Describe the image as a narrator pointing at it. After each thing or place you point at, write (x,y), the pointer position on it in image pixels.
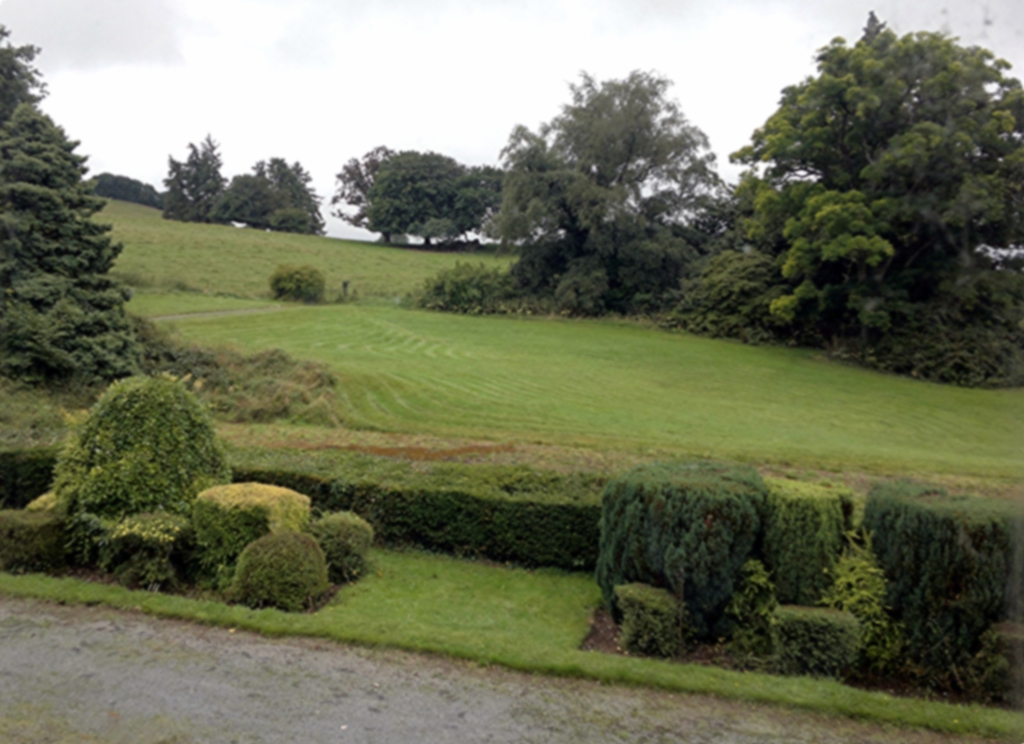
In this image we can see road (413,724), few plants (172,444), grass (319,312), trees (462,188) and the sky (309,71) in the background (612,57).
